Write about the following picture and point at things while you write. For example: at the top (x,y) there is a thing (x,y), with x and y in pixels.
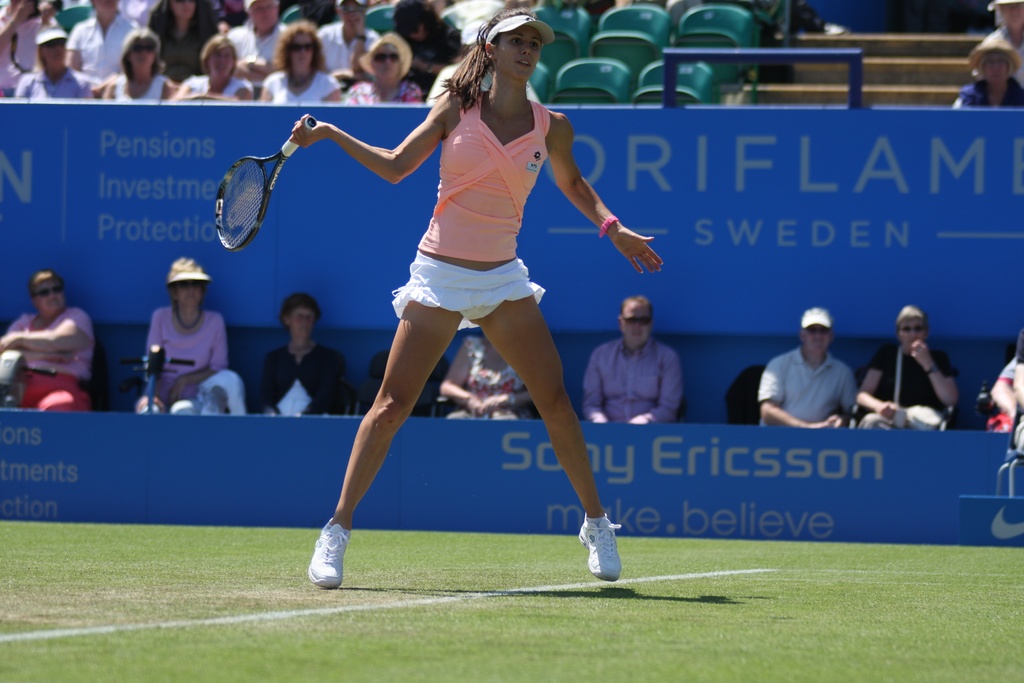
In this image I can see a woman (456,200) holding a racket (252,195). A woman (505,141) is wearing a hat (504,28). At the back side (409,47) there are few person (390,43) sitting on the chair (611,41). There is a blue board (778,218).
